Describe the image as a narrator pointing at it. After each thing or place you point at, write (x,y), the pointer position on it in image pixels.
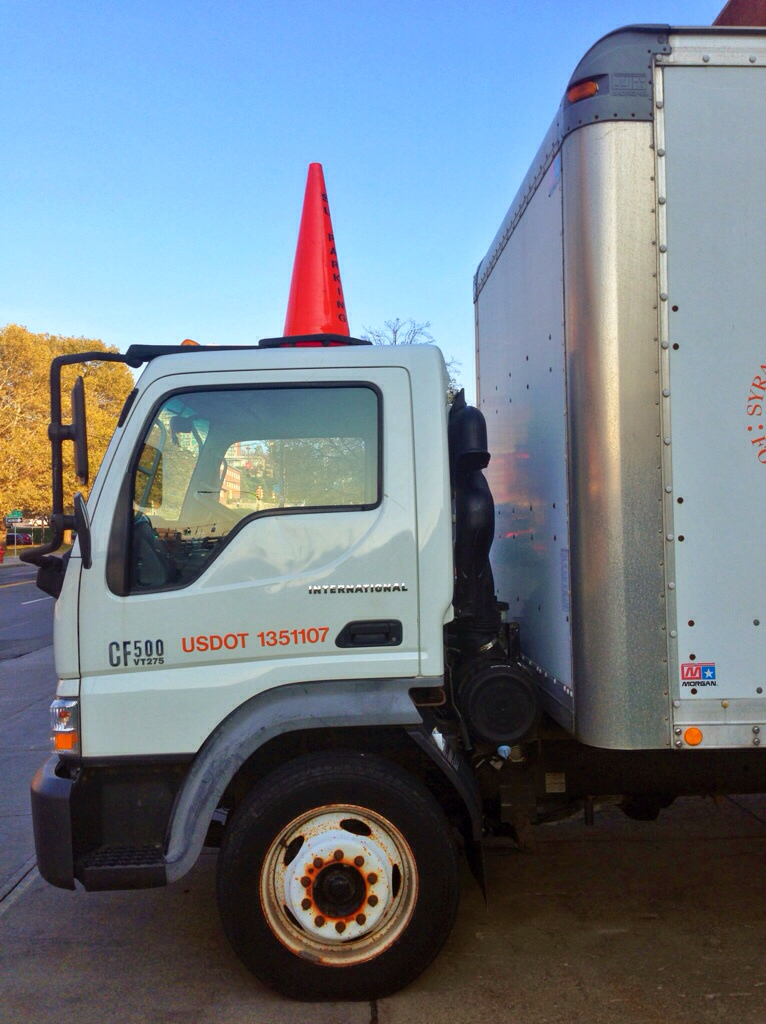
In this image there is a road (565,883). There is a vehicle (255,450). There are trees (124,381) on the background (64,481). There is a sky (460,213).
